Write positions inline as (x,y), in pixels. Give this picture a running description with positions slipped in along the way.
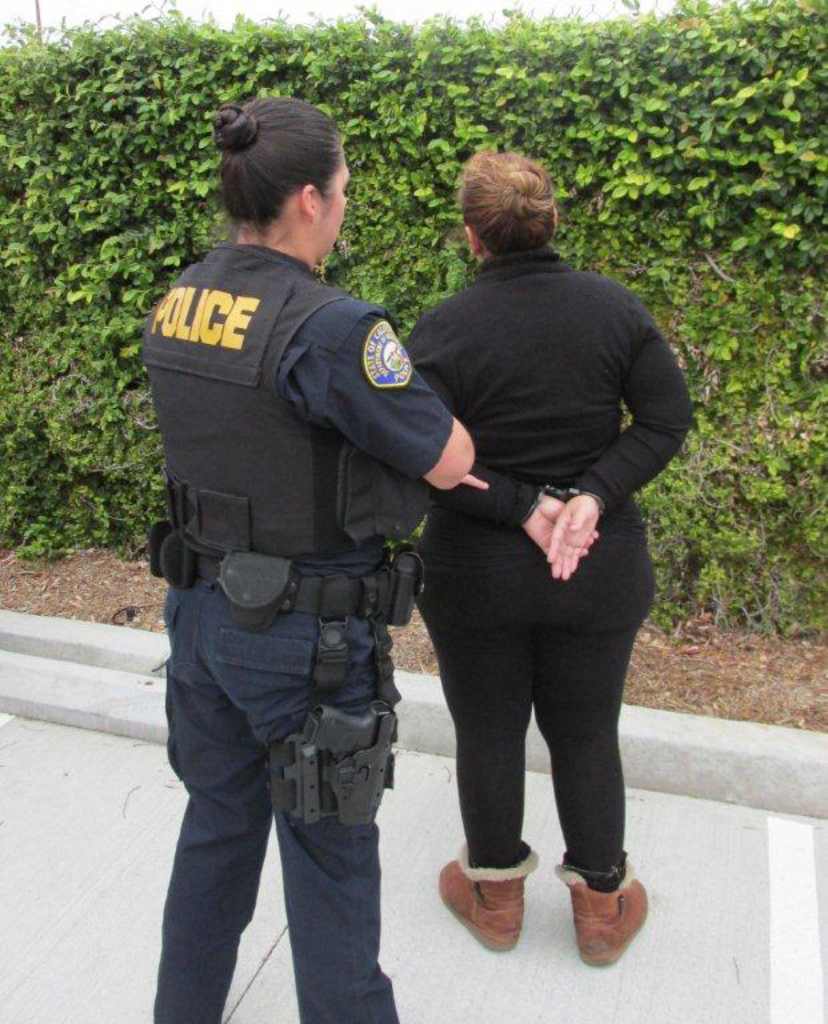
Here I can see two women (252,370) are standing on the floor (456,990). The woman (265,433) who is on the left side (237,481) is wearing a black color jacket (237,413) on that I can see some text (213,326) and also a gun bag (332,758) is attached to the belt (312,598). In the background (744,179) there are some plants (582,107).
